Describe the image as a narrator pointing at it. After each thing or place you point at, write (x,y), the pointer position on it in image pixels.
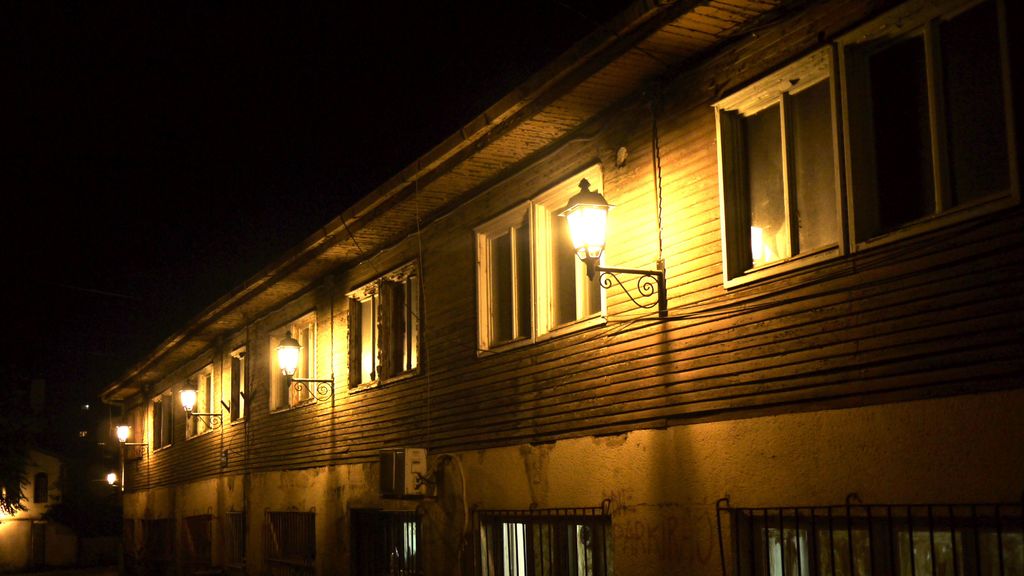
In the picture we can see a building (501,498) with windows (364,512) and besides, we can see stands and lights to it and in the background (40,48) we can see dark.
